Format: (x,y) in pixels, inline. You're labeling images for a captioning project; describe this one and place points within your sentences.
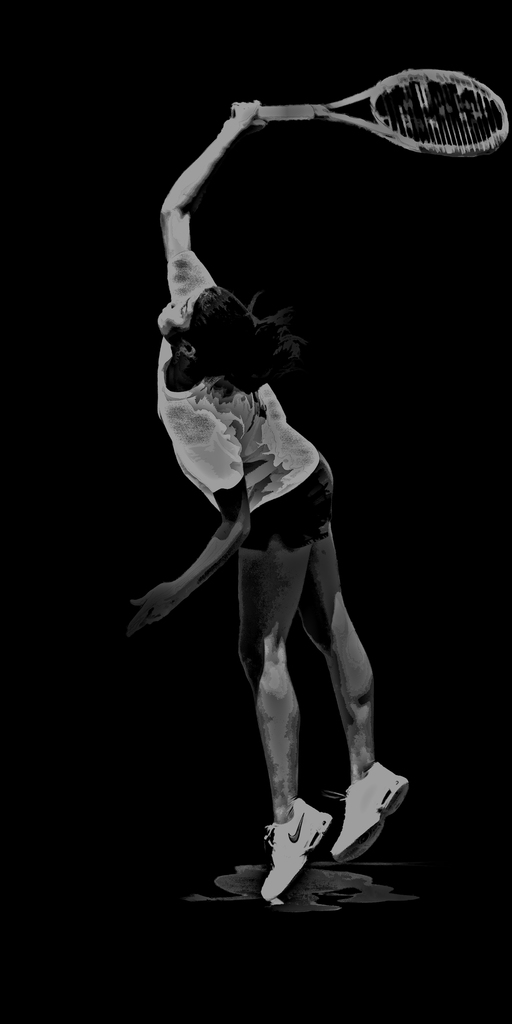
In the middle of the image (174,363) we can see a woman (184,426), she is holding a tennis racket (483,137) and we can see dark background.
